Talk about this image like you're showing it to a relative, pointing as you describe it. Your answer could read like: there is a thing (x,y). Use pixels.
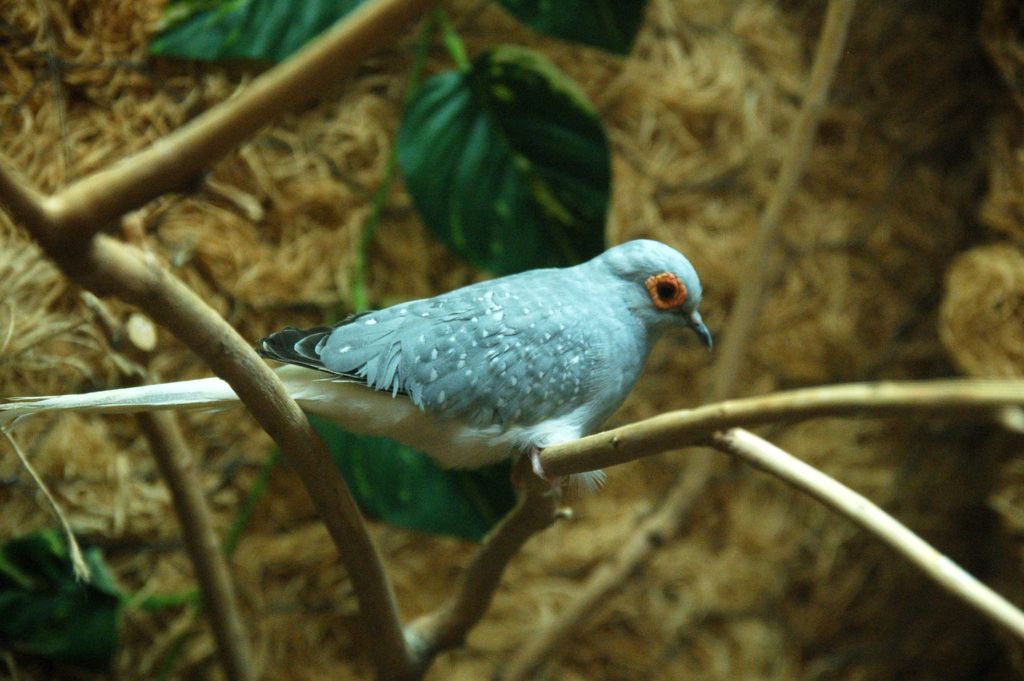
In the image we can see the bird (427,358), sitting on the tree branch (328,483). Here we can see the leaves (212,54) and the background (1007,166) is slightly blurred.
